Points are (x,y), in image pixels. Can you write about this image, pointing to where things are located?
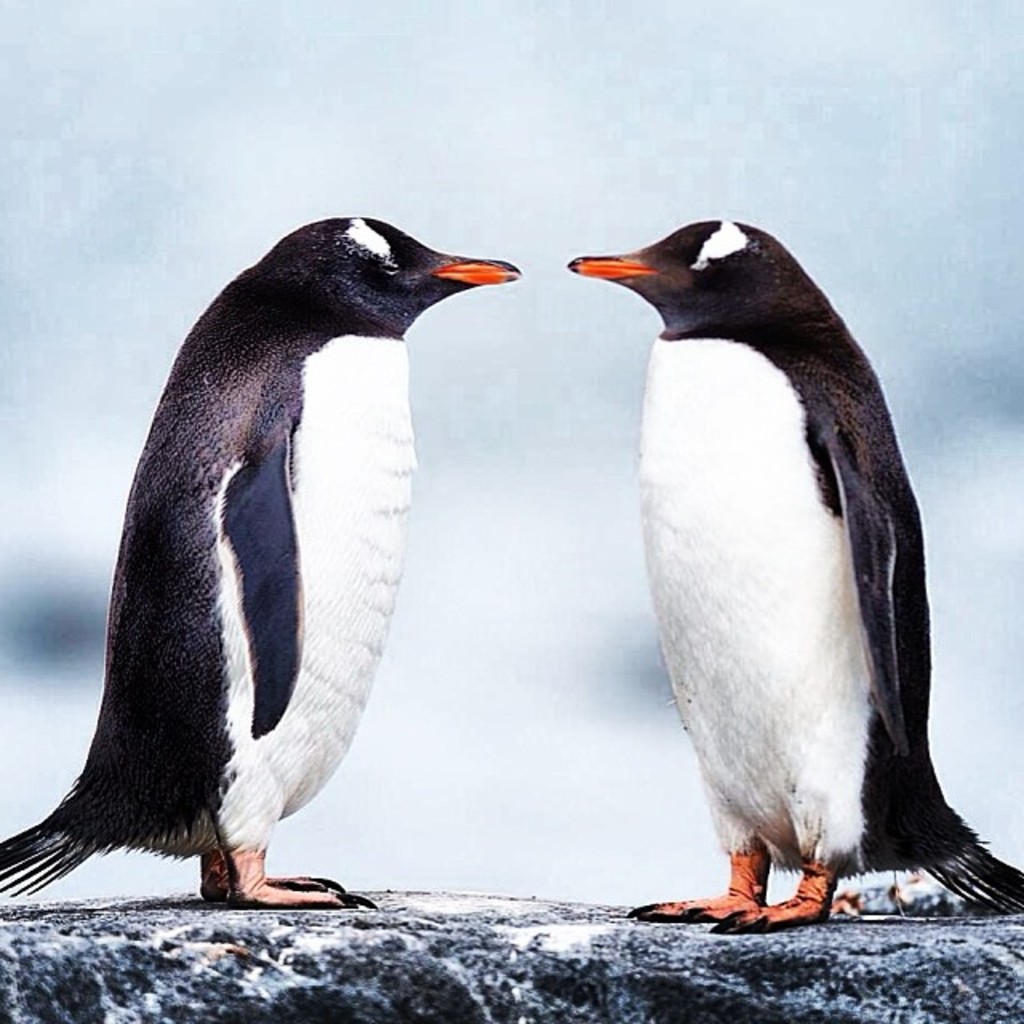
In this image there are two penguins (401,284).
